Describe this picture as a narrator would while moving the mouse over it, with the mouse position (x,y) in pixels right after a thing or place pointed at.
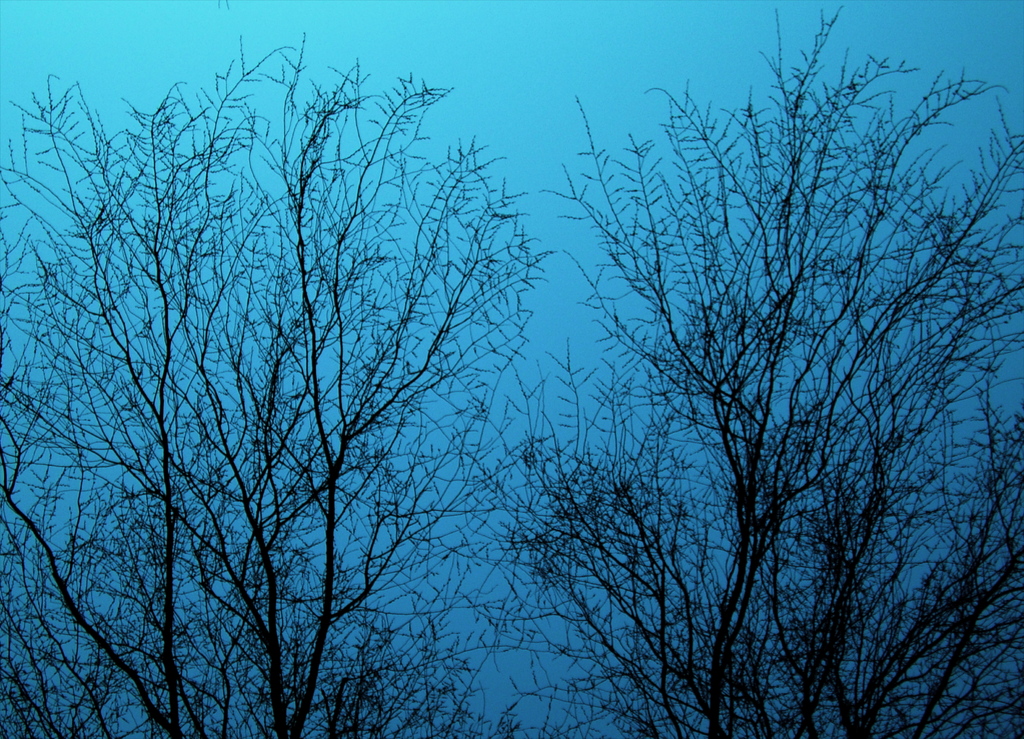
In this image there are trees (784,435) and a blue sky (655,61).
